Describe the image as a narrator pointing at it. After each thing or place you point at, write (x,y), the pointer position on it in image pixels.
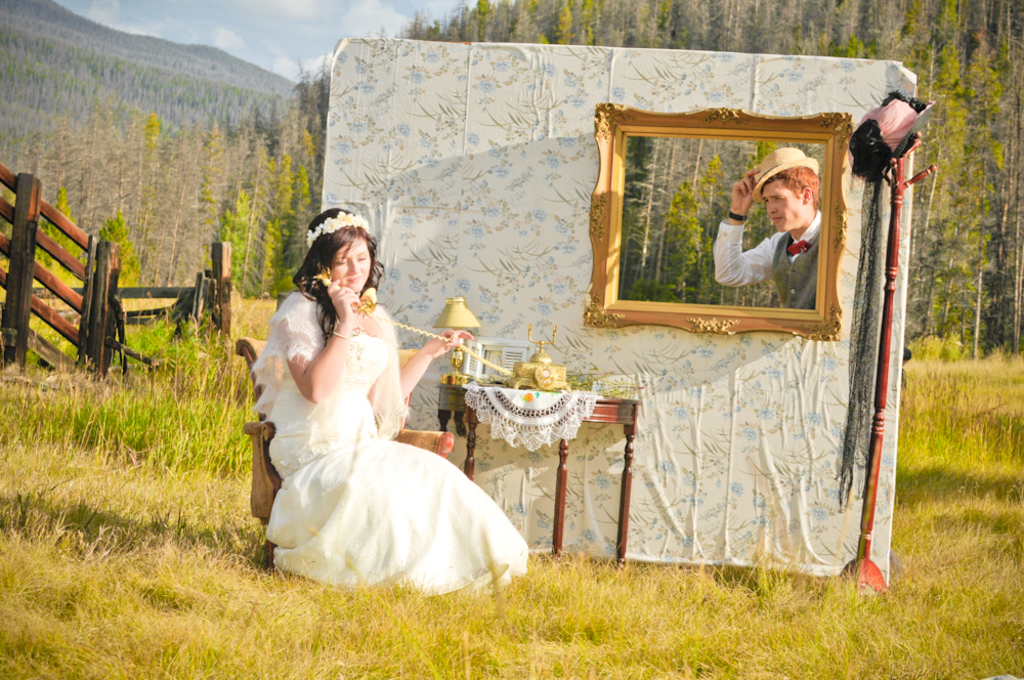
In this image we can see a woman (436,516) sitting on a chair (405,434) and holding a telephone (464,349) and to the side we can see a table (469,414) and on the table (565,452) we can see some objects (470,323) and there is a frame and we can see a man (812,214). We can see a stand (862,568) with a hat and in the background (911,235), we can see some trees (181,175) and grass (192,613) on the ground (207,640) and at the top (285,32), we can see the sky (281,20).
